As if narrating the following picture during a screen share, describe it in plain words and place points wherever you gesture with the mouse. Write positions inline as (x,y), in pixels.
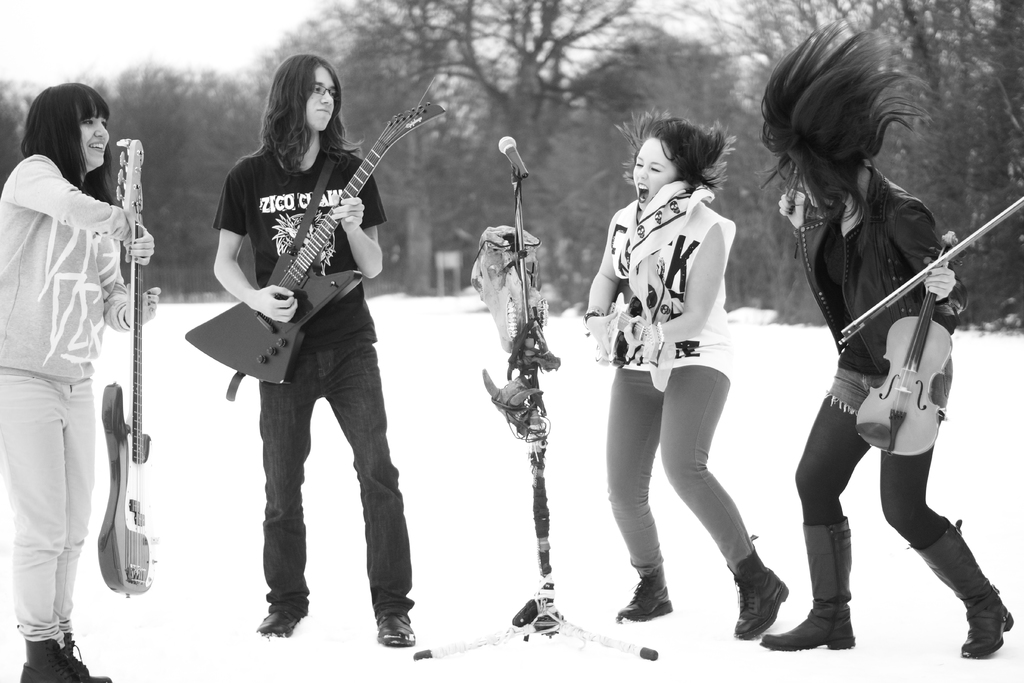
In the image we can see four persons (78,303) were standing and holding musical instruments (929,348) and one of them was singing. In front there is a microphone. In the background (990,142) we can see trees (592,145).
